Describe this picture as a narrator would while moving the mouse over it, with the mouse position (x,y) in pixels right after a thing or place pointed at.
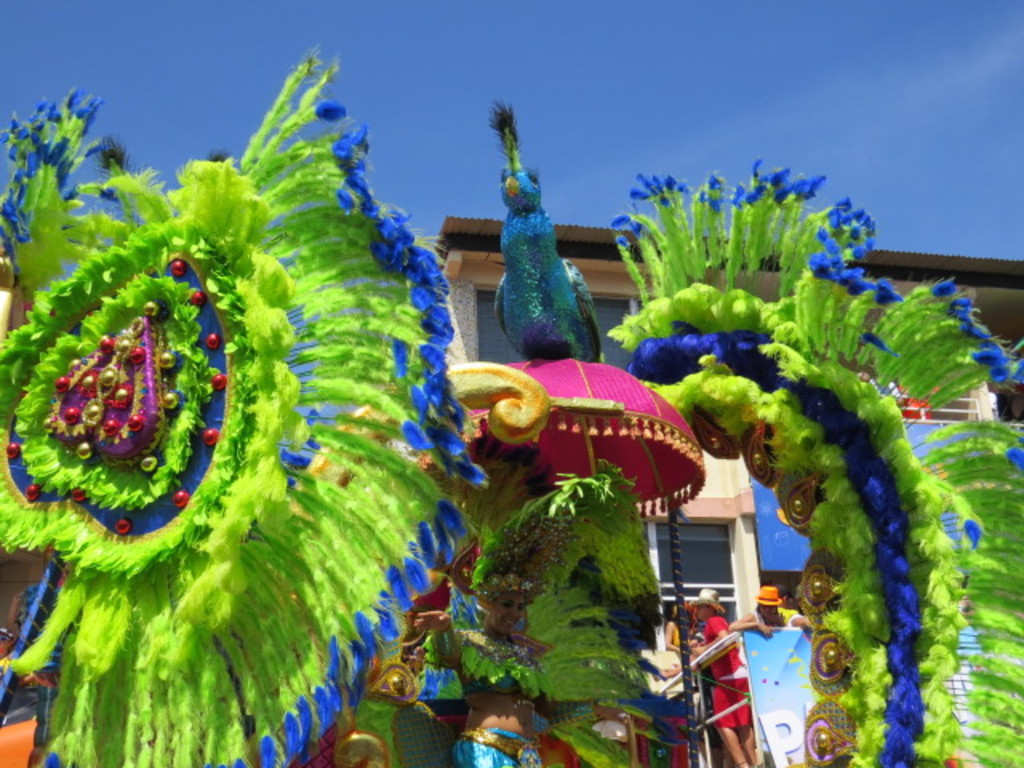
In this image there is a woman (505,755) wearing a colorful dress (565,680), it looks like a carnival, behind the woman (609,474) there is a building (614,265), in front of building (731,539) there are persons (758,629), at the top (762,117) there is the sky (787,117).
